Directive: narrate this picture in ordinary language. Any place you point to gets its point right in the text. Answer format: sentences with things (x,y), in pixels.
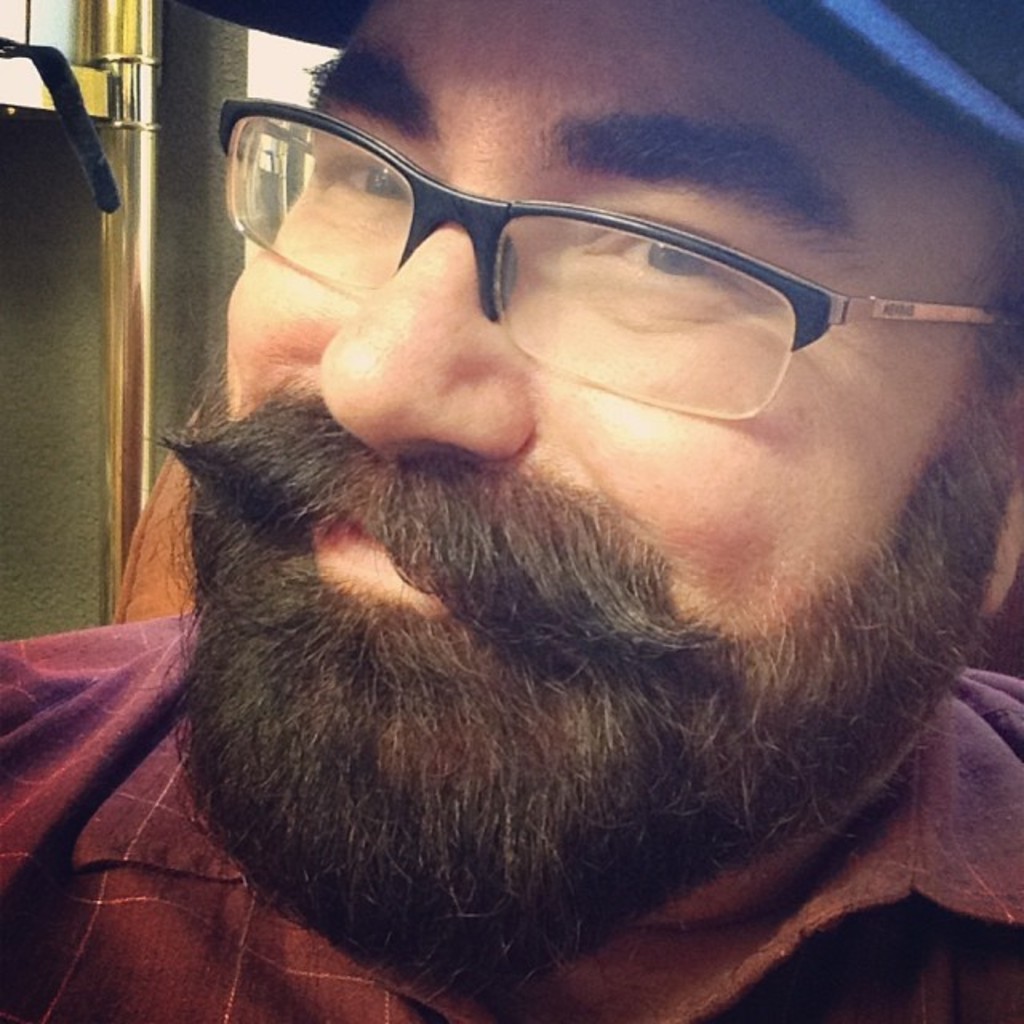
Here I can see a man (239,851) wearing a shirt (194,850), cap (894,91) on the head (838,117), spectacles (486,239), smiling and giving pose for the picture. At the back of this man (79,766) there is a metal stand (124,246).
